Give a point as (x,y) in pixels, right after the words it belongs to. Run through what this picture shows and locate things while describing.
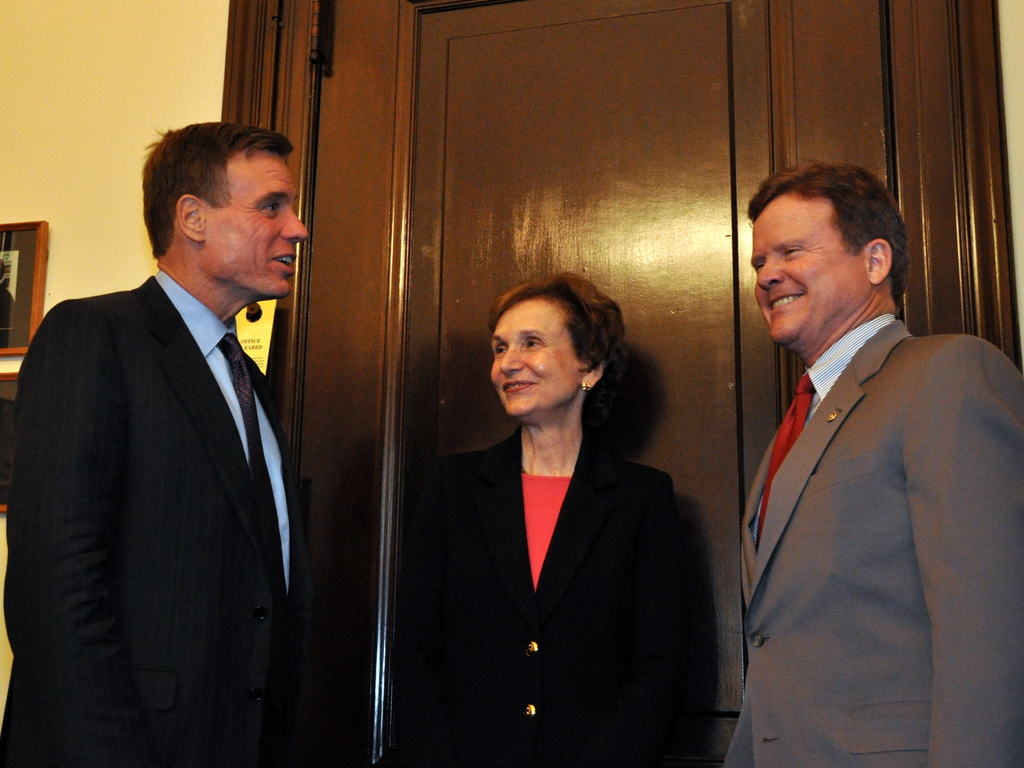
In this image at front (43,455) there are three persons (916,687) wearing a smile on their faces (762,231). Behind them there is a door (600,183). On the backside (36,59) there is a wall (128,163) with the photo frames (17,245) attached to it.
